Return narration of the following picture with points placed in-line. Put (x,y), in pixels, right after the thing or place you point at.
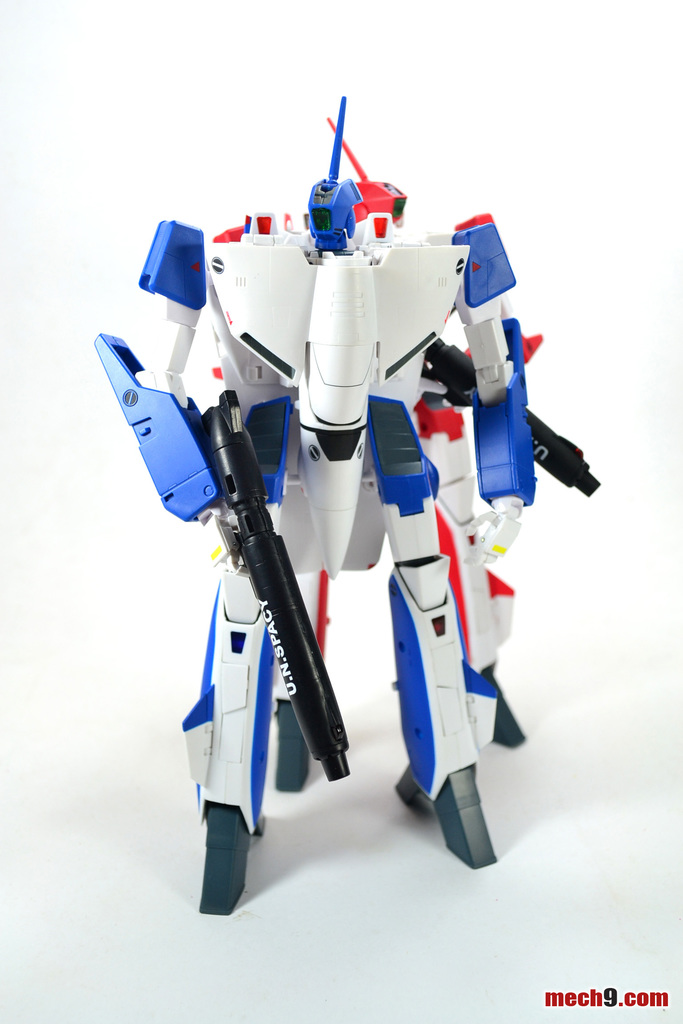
In this image I can see the toy robot (183,441) which is in black, blue, red and white color. It is on the white color surface (187,836).
